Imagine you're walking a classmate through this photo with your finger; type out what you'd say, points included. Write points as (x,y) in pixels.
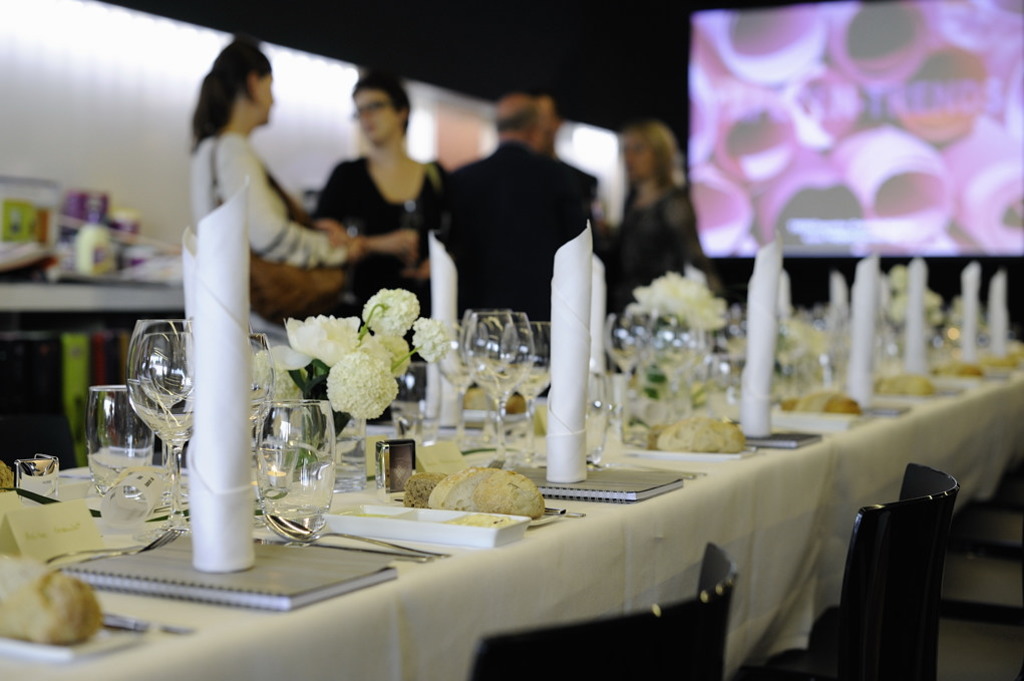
In the picture we can see a table (679,413), chairs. On the table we can find some glasses (518,367), tissues (579,409), flowers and table cloth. In the background (625,163) we can find four people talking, and screen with some program in it.
